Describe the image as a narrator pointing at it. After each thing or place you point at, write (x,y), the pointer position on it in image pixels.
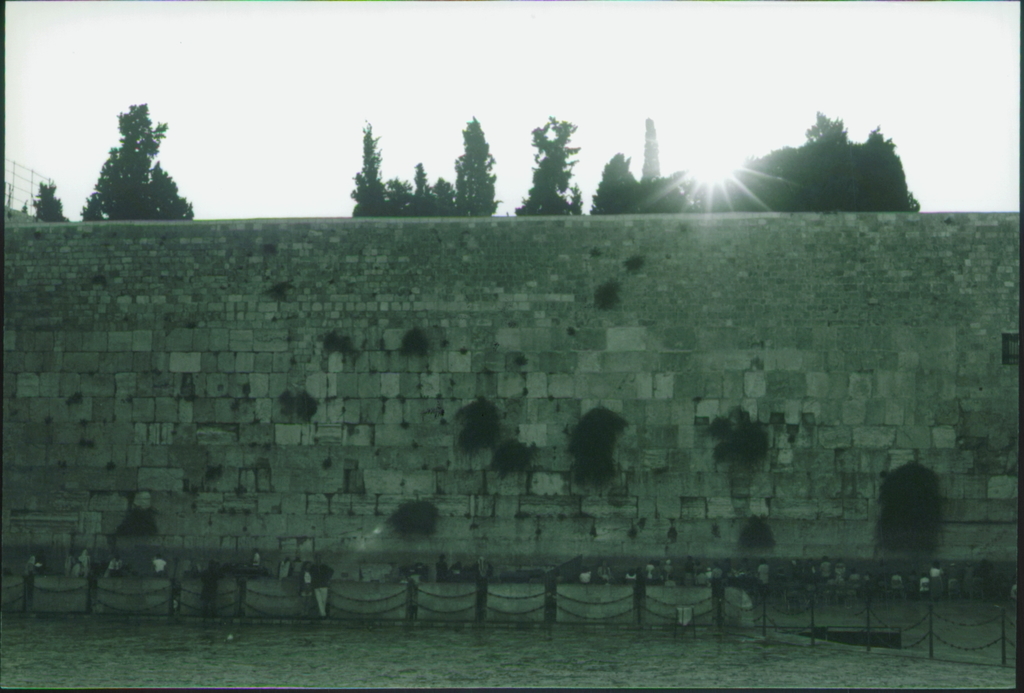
This picture is a black and white image. In this image we can see one big wall (979,536), so many trees (470,165), one fence (10,187), a floor (59,650), some objects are on the surface (78,648), one fence (64,600) attached to the poles (239,615), so many people (32,568) near to the wall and at the top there is the sun (711,164) in the sky (696,153).
